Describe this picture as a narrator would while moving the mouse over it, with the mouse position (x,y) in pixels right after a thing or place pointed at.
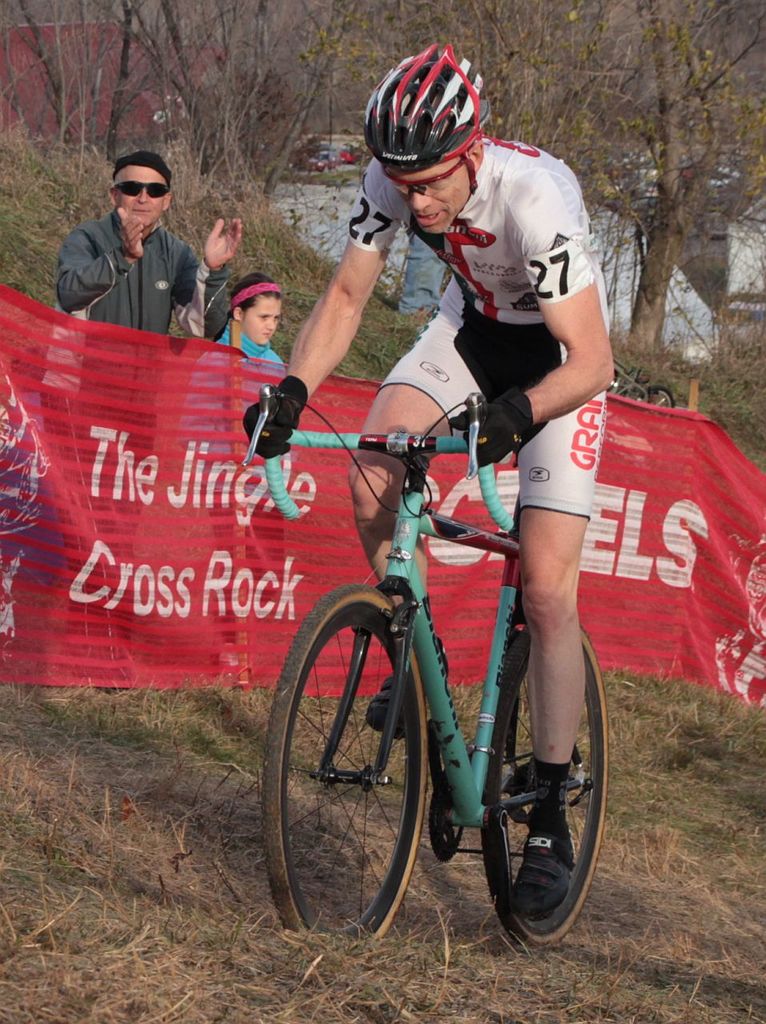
A person (443,194) wearing a gloves (509,399) and helmet (438,155) and a goggle (442,181) is riding a cycle (445,698) on a grass land (608,869). In the background (599,520) there is a banner (641,494), trees (700,132), a person (158,229) wearing a goggles (157,194) and a cap (126,159) is standing, near to him a girl (247,303) is also standing. Also there are trees (327,70) in the background (632,236).
